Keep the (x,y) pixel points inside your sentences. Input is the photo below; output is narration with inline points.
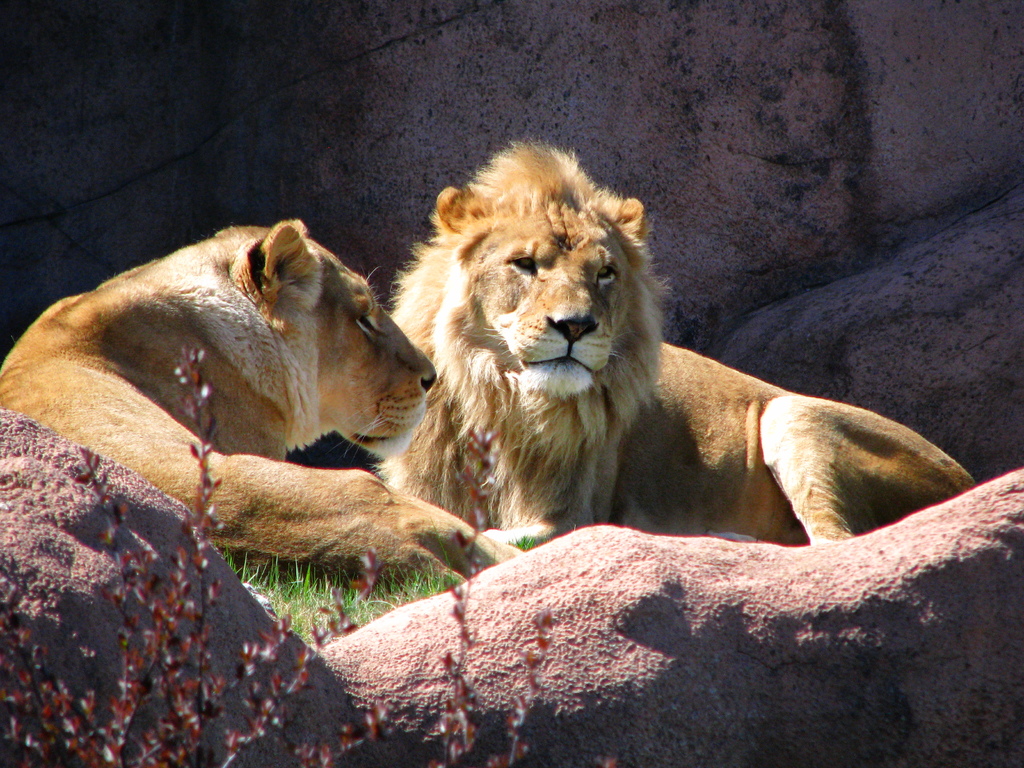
In the picture I can see lions (231,400) sitting on the grass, there are some rocks (665,733) and plants (161,664).
